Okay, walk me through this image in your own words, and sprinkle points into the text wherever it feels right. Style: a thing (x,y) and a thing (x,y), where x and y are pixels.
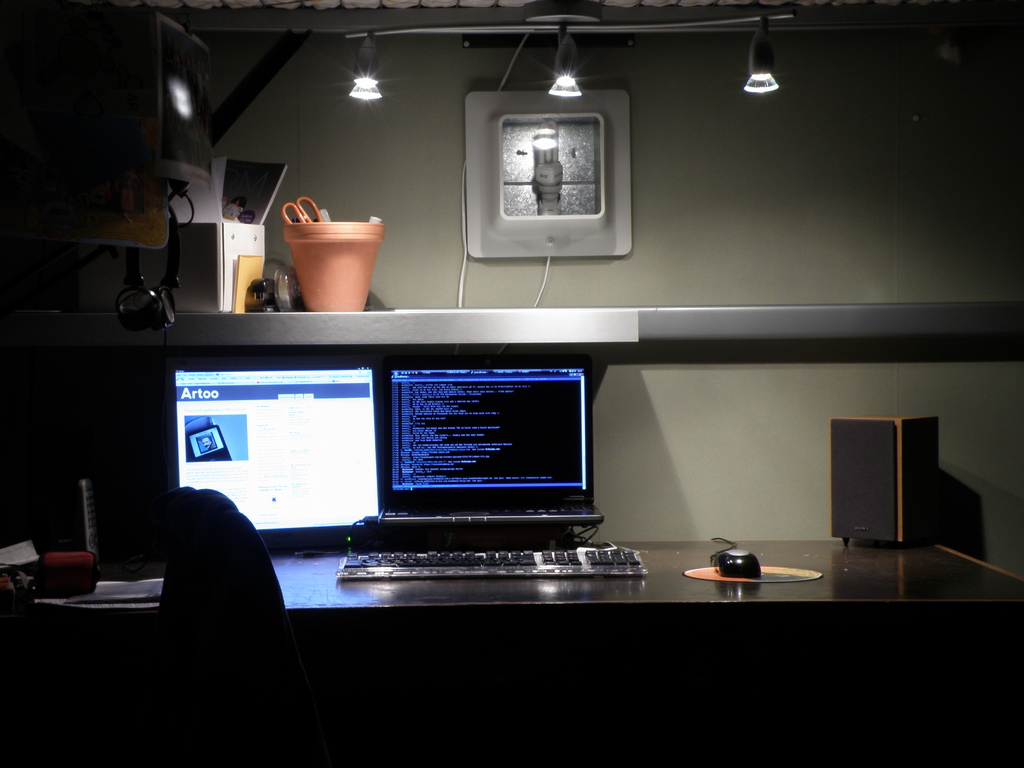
An indoor picture. On this table (476,601) there is a monitor (290,466), keyboard (535,552), screen (548,493), sound-box (853,462), phone (92,512) and mouse (755,569). On top (365,87) there are lights (376,81). Above the table (438,596) there is a container (336,299), scissors (300,214) and things (235,243). This are headset (159,309).
